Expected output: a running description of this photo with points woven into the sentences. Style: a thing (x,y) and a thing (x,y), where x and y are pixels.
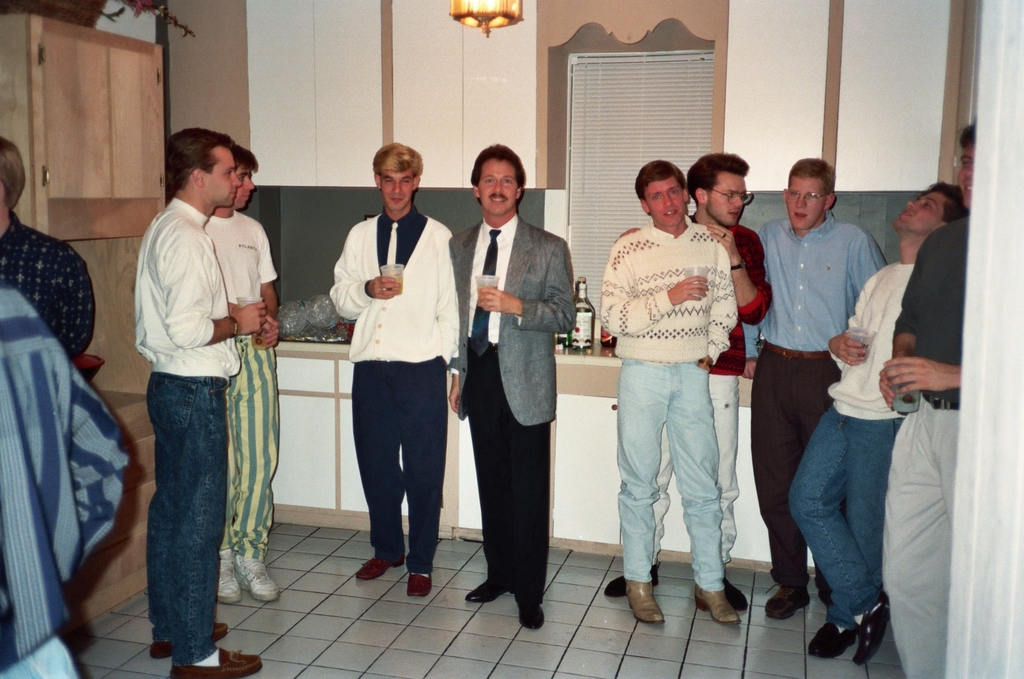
In this picture we can see a group of people (65,374) standing and some people (160,642) holding the glasses (244,306). Behind the people (221,331) there are glasses (337,317) and bottles (584,291) on the platform (615,375) and a wall (296,285). At the top (465,2) there is a light (480,8) and on the left side of the people (548,297) there is a wooden object (103,172).
